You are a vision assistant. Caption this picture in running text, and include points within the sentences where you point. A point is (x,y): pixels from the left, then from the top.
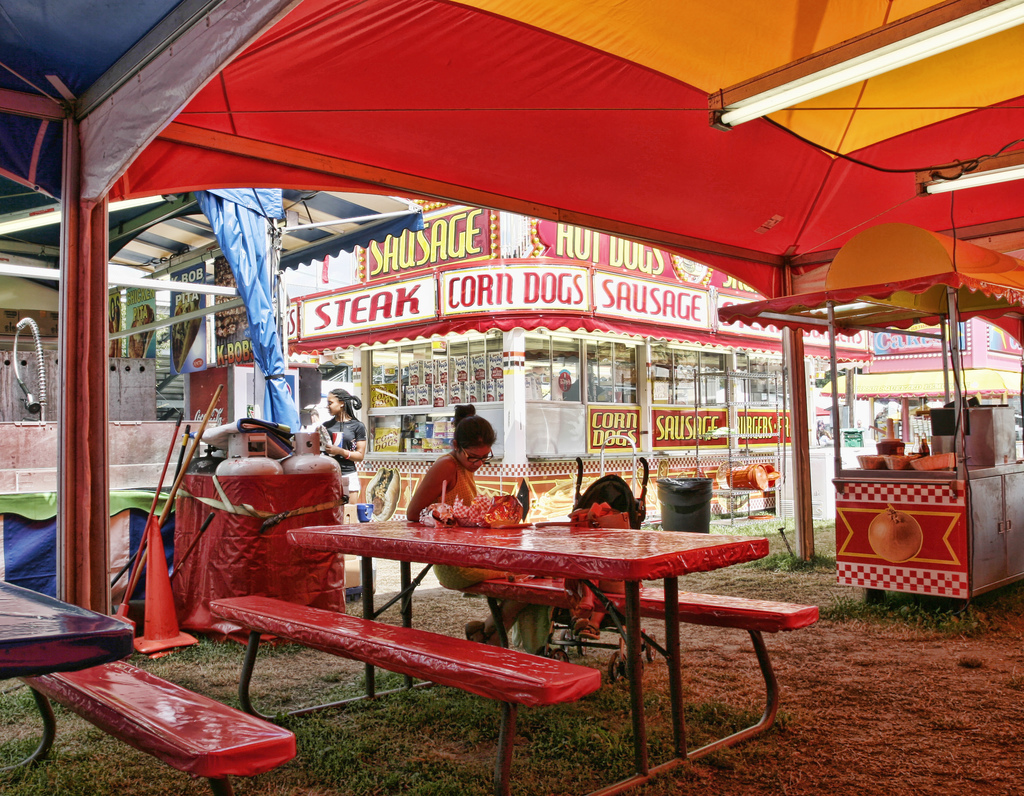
a person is sitting on a red bench (753,608). behind her there are buildings (409,311). on the hoarding (515,302) steak, corn dogs, sausage are written.
